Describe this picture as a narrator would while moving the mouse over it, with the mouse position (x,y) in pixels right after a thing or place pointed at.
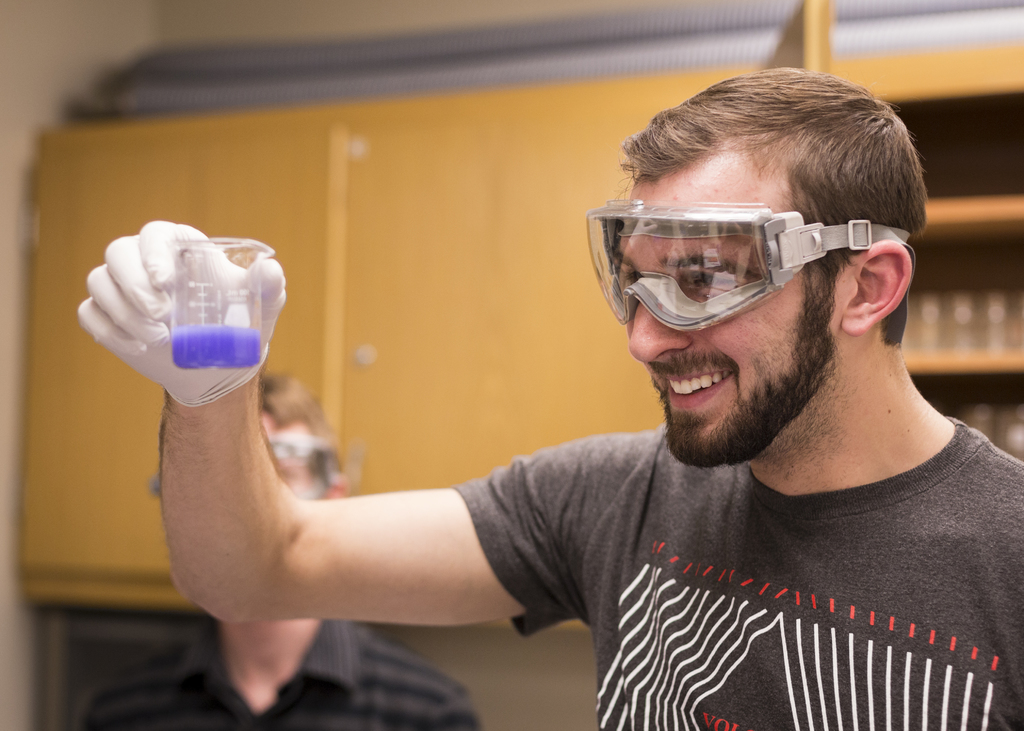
In this image I can see a person (806,670) holding glass (189,275) and the person (754,619) is wearing gray color shirt (664,604). Background (414,690) I can see the other person (240,667) standing and the cupboards (442,241) are in brown color.
